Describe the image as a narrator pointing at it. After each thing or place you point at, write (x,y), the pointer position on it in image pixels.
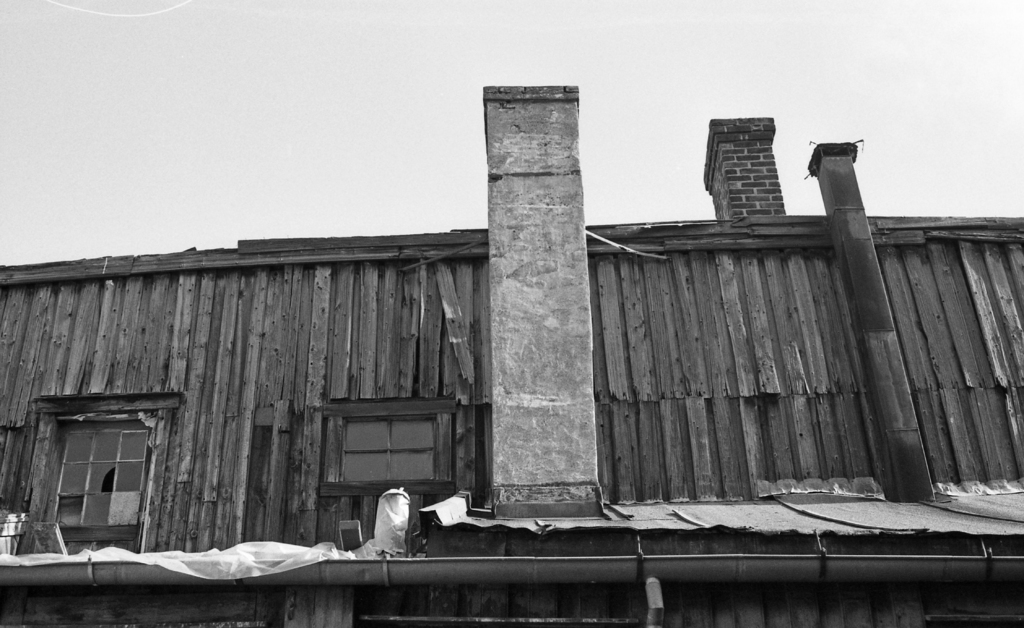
In the picture I can see a house (547,468), windows (343,449), roof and some other objects (543,382). In the background (176,121) I can see the sky (206,114). This picture is black and white in color.
